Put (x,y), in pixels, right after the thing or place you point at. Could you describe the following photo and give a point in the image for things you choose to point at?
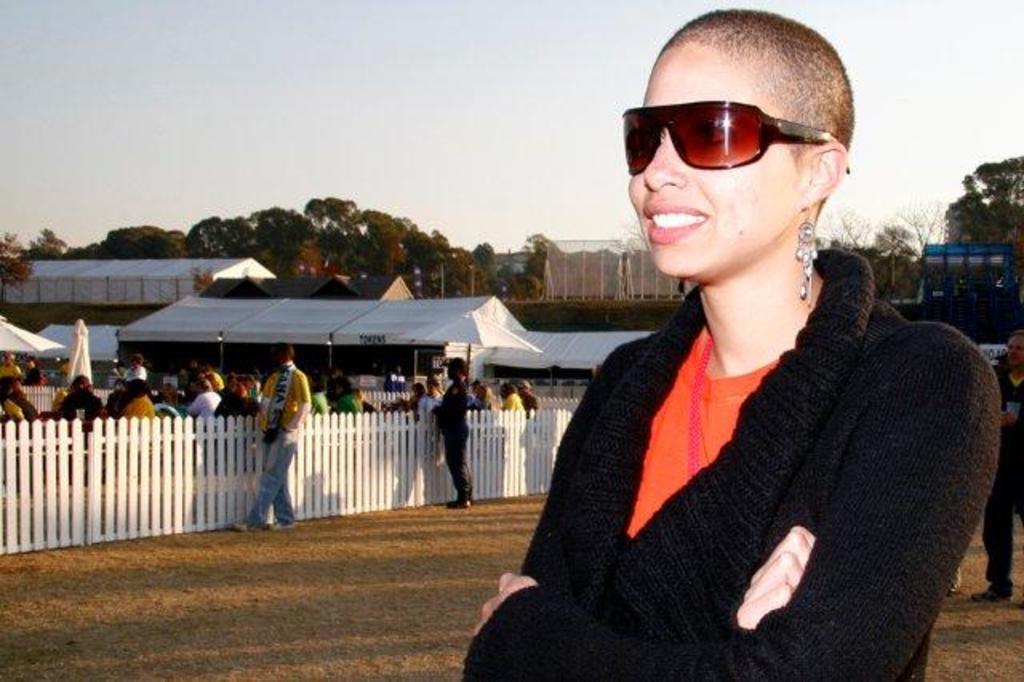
In this image we can see a woman (729,419) standing on the ground (331,592). In the background (344,334) there are fencing (76,435), sheds (498,323), people (505,408) standing on the ground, trees (488,282) and sky (424,180).
